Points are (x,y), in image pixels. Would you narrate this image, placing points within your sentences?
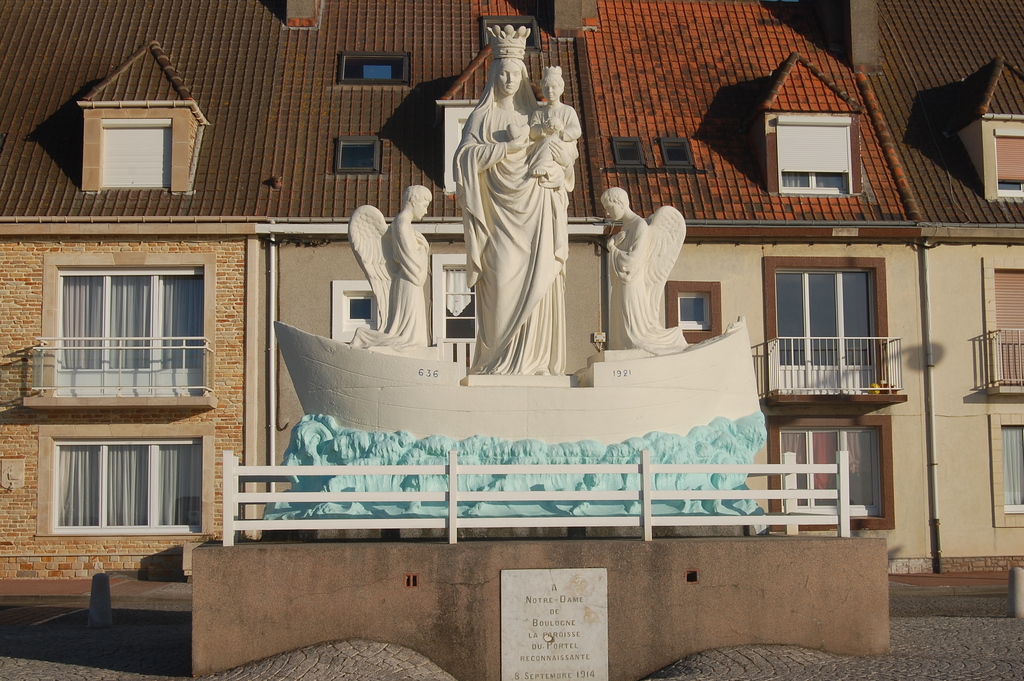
In this picture we can see there are statues (553,203) on the path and behind the statues (536,201) there is a building (968,249) with windows (1012,367).
